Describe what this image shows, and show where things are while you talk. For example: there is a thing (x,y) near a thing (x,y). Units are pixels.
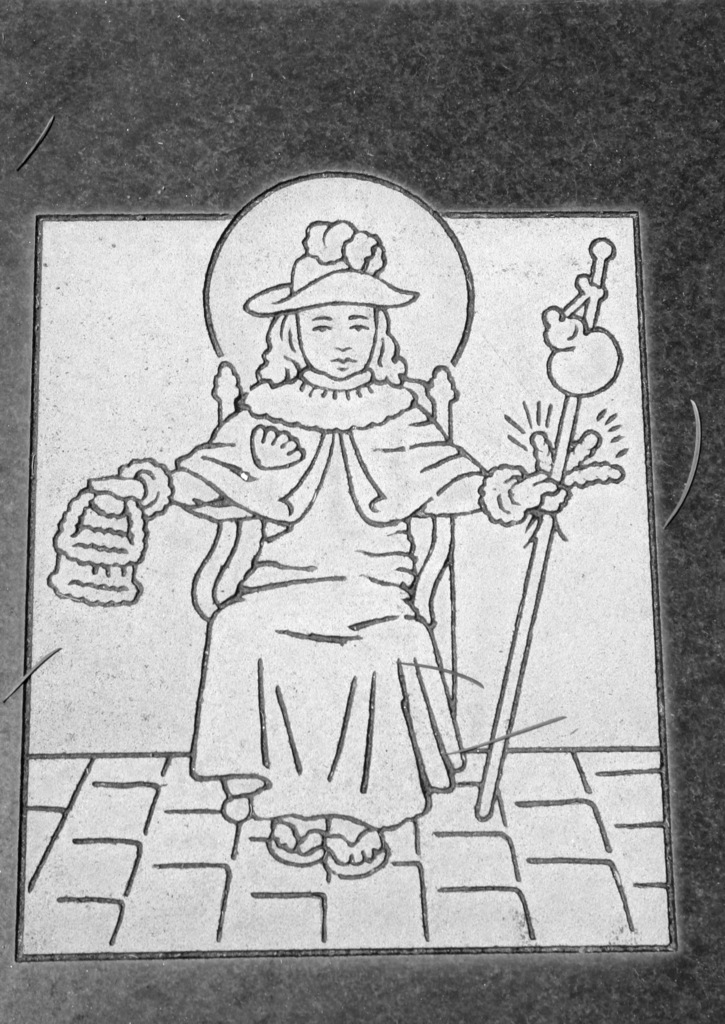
In this image there is a drawing (337,602) of a person (333,510), the person (328,506) is sitting in the chair (436,561), the person (320,577) is holding objects (551,511), the background of the person (160,504) is white in color, the background of the image (16,104) is dark.
